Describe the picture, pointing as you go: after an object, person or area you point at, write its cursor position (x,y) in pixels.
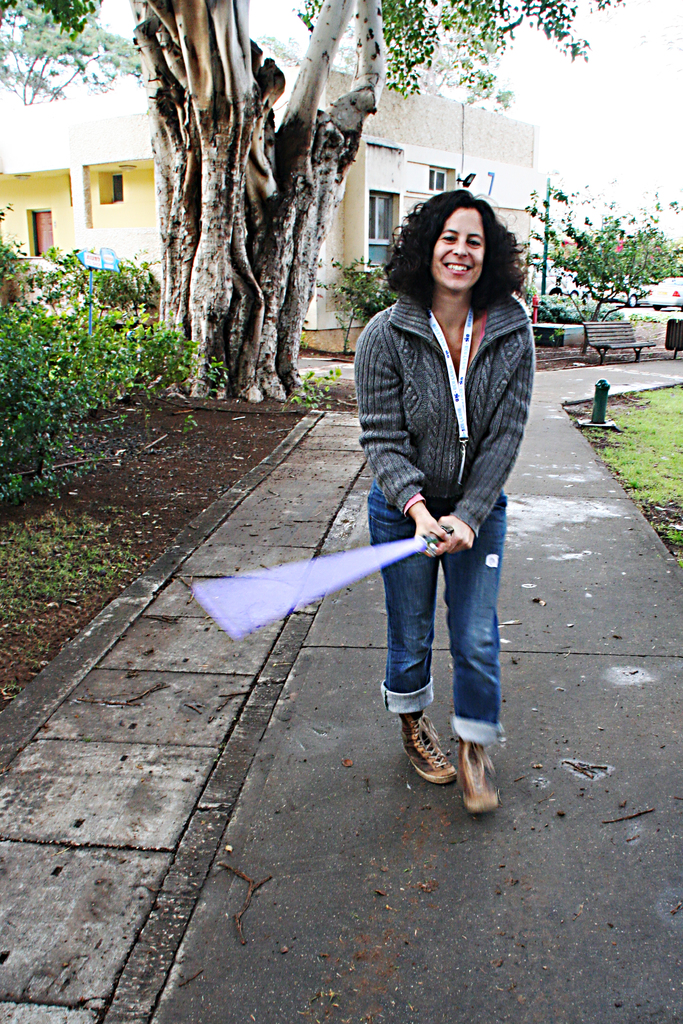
In this image we can see a woman (391,459) is holding something in her hands (425,520) and walking on the road (399,746). Here we can see plants (165,385), grass (635,477), wooden bench (628,328), trees (616,217), house (74,179) and the sky (631,84) in the background (619,80).
